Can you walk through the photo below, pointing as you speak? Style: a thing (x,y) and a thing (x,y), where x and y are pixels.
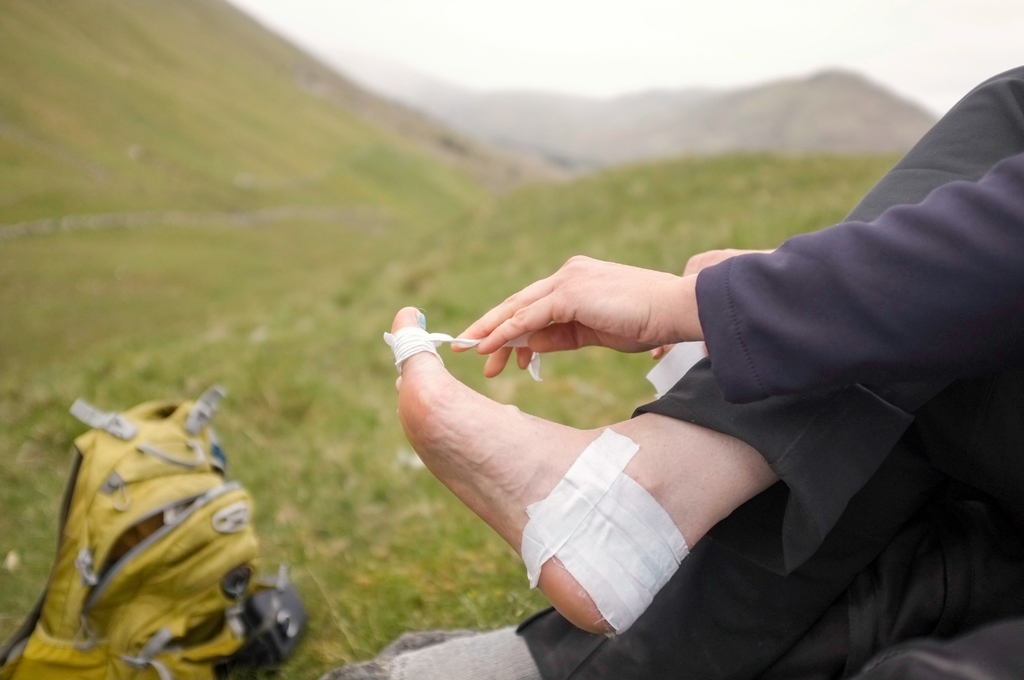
In the foreground of this image (759,546), on the right (798,550), there is a person (722,513) and bandages (589,512) to the leg (554,471). On the left (205,562), there is a bag (200,575) on the grass (168,269). In the background (414,137), there are mountains (725,120) and the sky (553,39).
